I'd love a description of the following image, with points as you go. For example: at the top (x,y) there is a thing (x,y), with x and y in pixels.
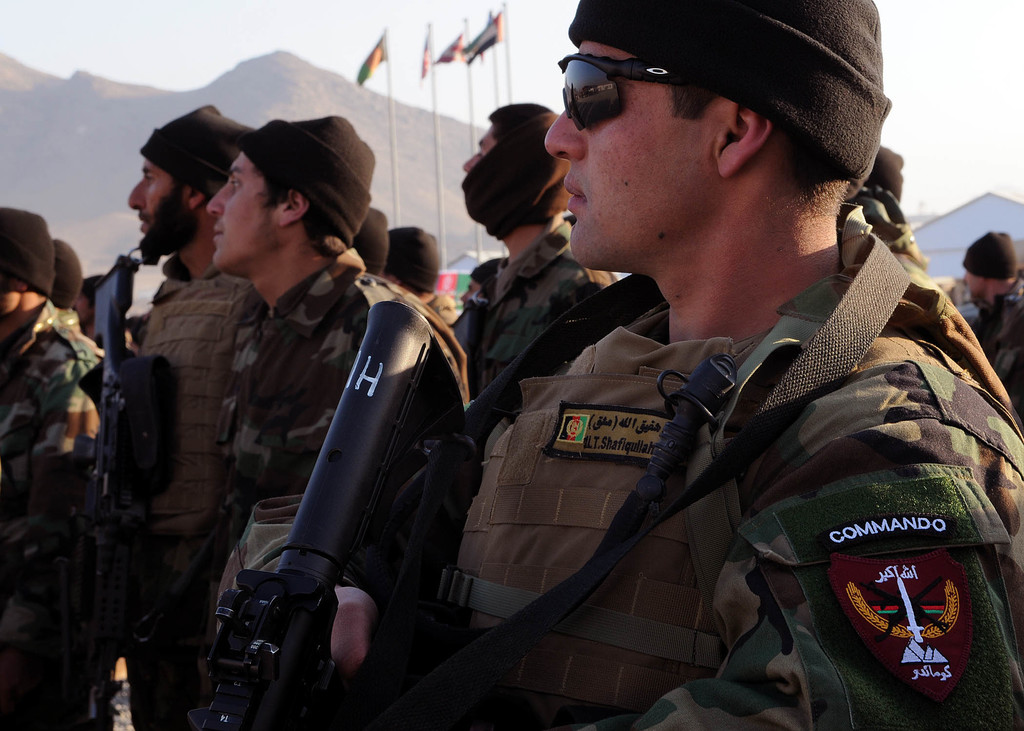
In this picture I can see few people (630,313) are standing and few of them wore caps (771,80) on their heads (316,248) and I can see they are holding guns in their hands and I can see few flagpoles (458,50) and I can see hill (389,136) in the back (282,110) and a house (945,231) and I can see cloudy sky (93,4).
